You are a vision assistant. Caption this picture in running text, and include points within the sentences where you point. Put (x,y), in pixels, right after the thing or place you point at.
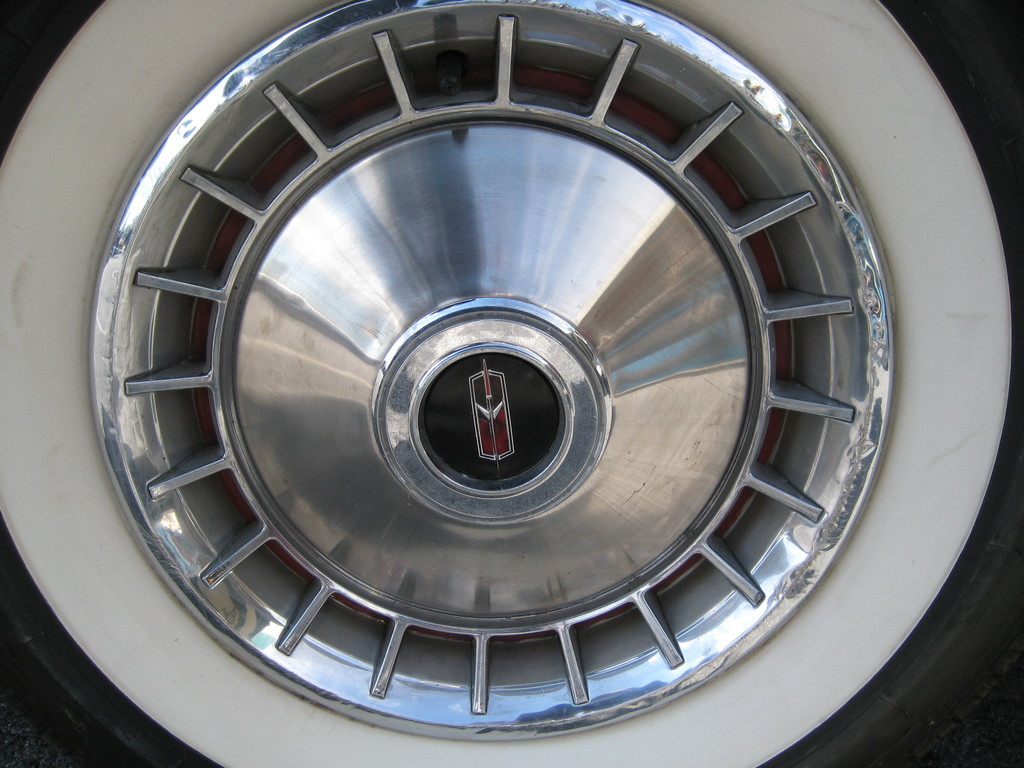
In this image I can see the rim (317,289) of a wheel (956,83).
